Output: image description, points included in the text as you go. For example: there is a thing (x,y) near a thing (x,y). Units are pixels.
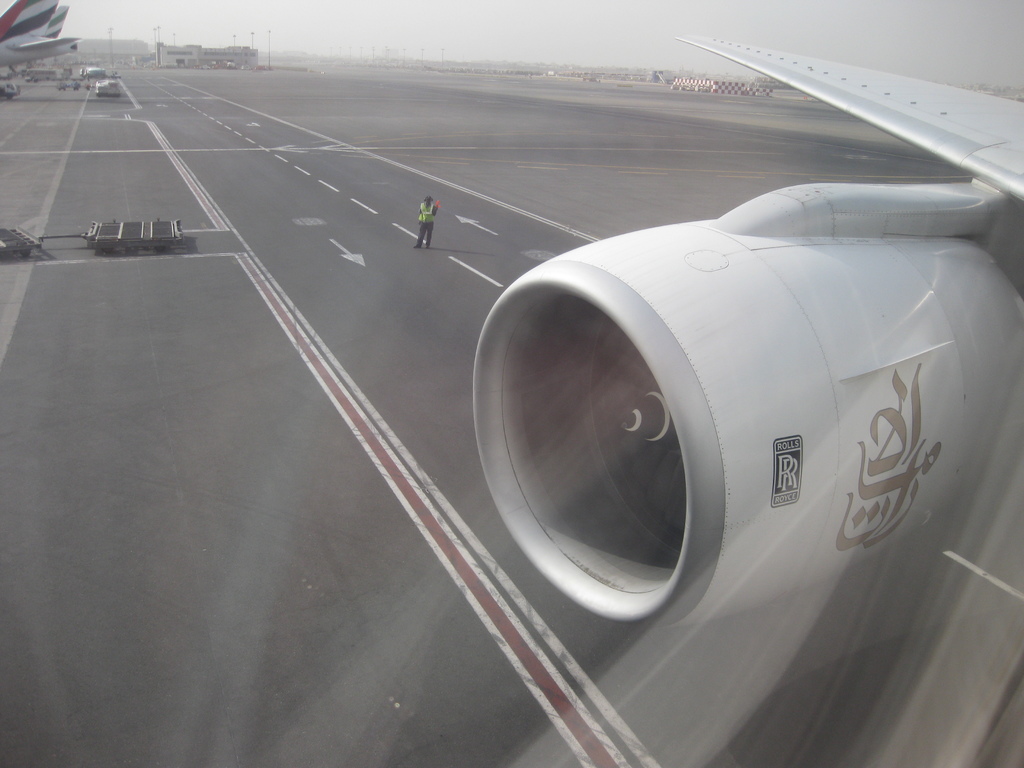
In this image we can see a part of an airplane (864,472). In the center of the image (481,284) we can see a person (422,207) standing on the road (467,266). In the background (436,33), we can see the sky (486,27).
